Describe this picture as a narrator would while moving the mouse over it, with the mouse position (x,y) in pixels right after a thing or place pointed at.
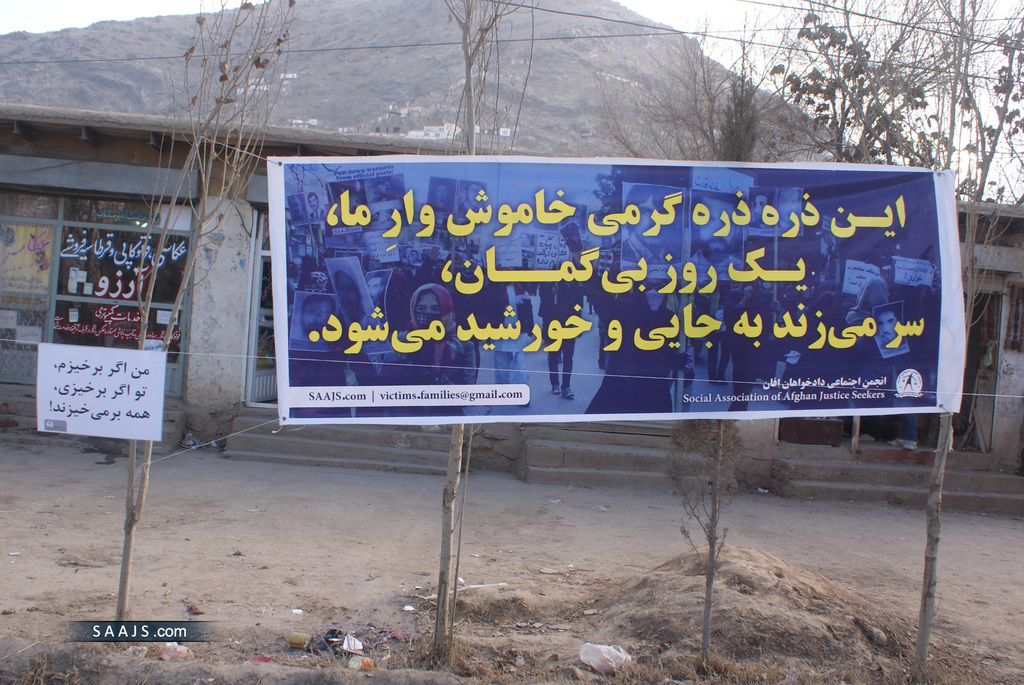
In this image I can see the ground (436,549), few trees (898,112) and a banner (718,355) which is blue, yellow and white in color to the trees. In the background (212,284) I can see few buildings (210,303), few stairs (655,480), a mountain (660,86) and the sky (694,28).
